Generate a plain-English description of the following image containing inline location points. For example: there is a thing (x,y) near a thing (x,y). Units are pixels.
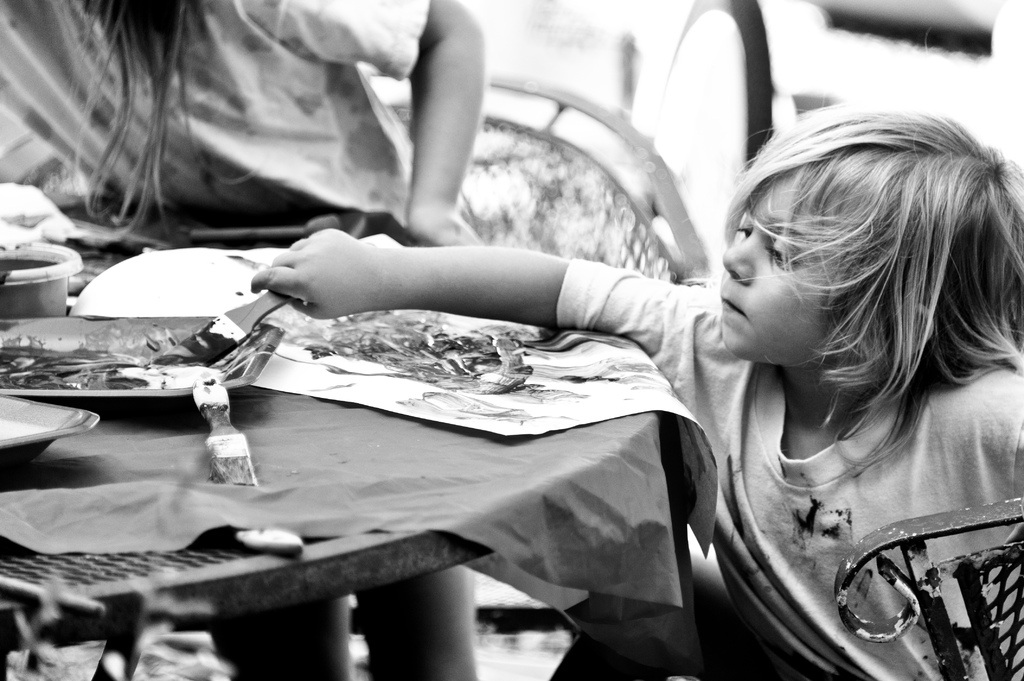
I can see in this image a child (800,380) and a person (376,132) in front of a table (244,396). The child (800,403) is holding an object (267,312) in his hand (292,284). On the table (221,502) we have few other objects (214,419) on it.
